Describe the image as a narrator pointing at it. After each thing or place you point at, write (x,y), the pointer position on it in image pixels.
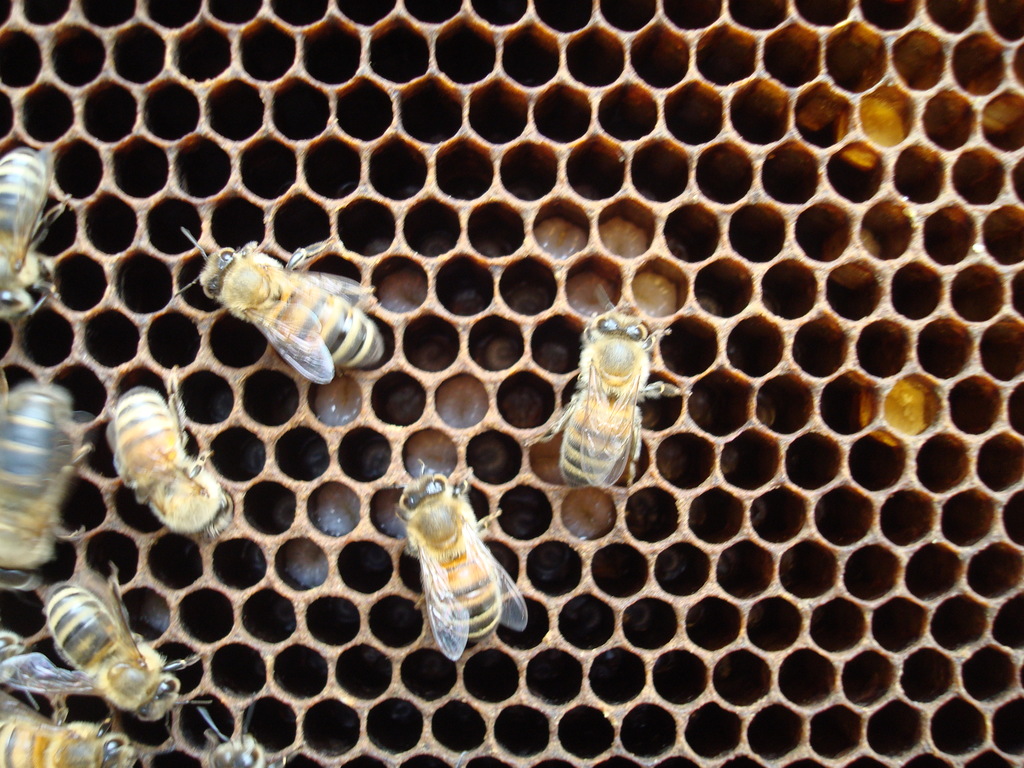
In this image there are honey bees (343,300) on a nest (737,413).
